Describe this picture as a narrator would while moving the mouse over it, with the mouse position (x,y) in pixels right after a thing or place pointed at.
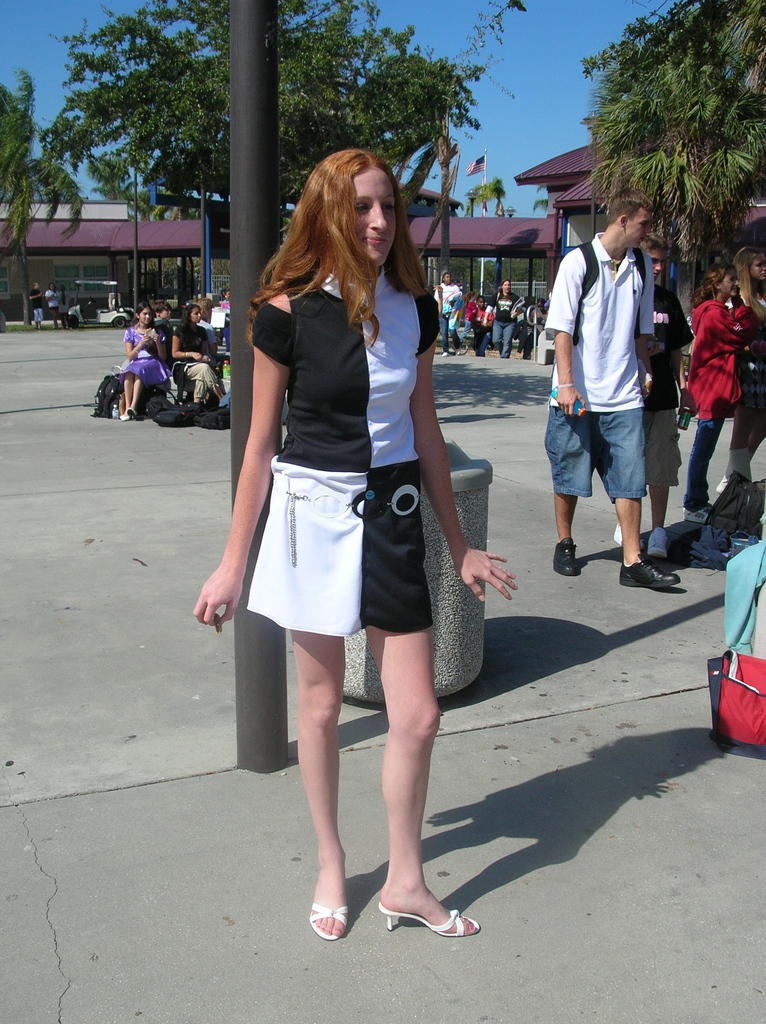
This image consists of a woman (324,343) wearing black and white dress (373,490). At the bottom (202,867), there is road (185,853). In the background (149,95), there are trees (175,171). And there are many people (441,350) in this image.
